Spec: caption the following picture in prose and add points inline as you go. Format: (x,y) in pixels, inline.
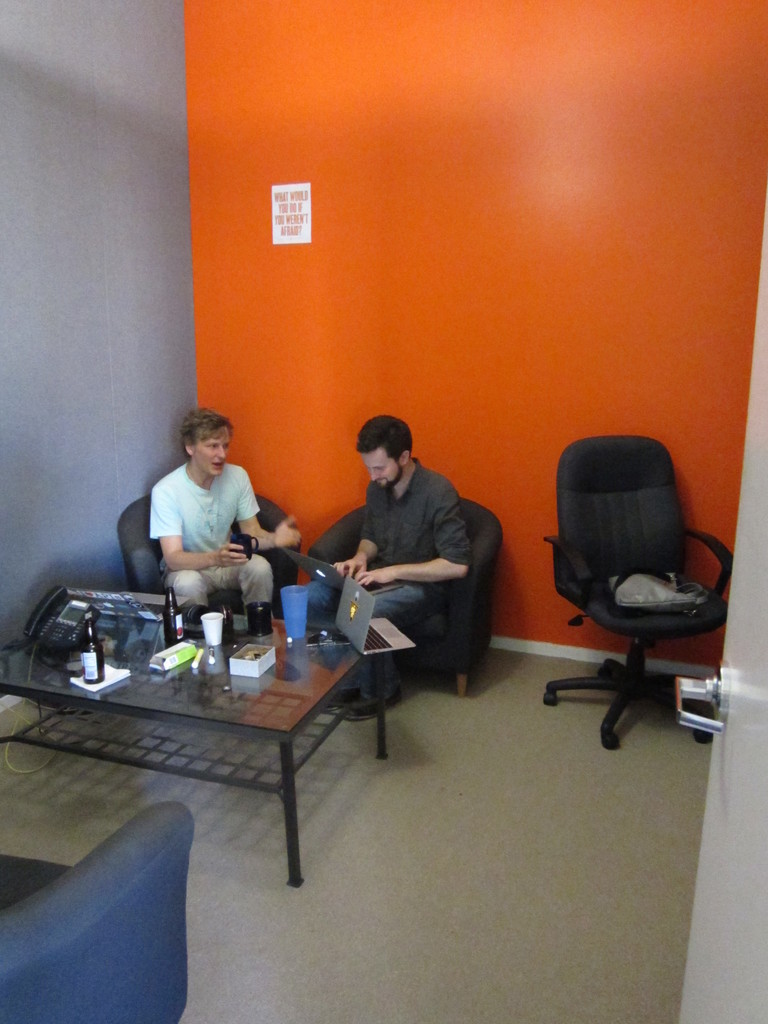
in a room (398,760) there is a glass table (297,728) on which there are glasses (301,601), glass bottles (97,671) and laptop (376,624). behind that there are 3 black chairs (480,541). 2 people (346,562) are sitting on the left chairs (349,538). the person (231,510) at the left (231,510) is wearing a blue t shirt (241,518) and holding a black cup (253,544). the person (387,520) at the right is wearing a black t shirt (402,523) and operating the laptop (336,576). behind them there is a orange wall (430,117) and at the left (106,195) there is a grey wall (121,382). in the front (717,927) there is a door (759,768).
